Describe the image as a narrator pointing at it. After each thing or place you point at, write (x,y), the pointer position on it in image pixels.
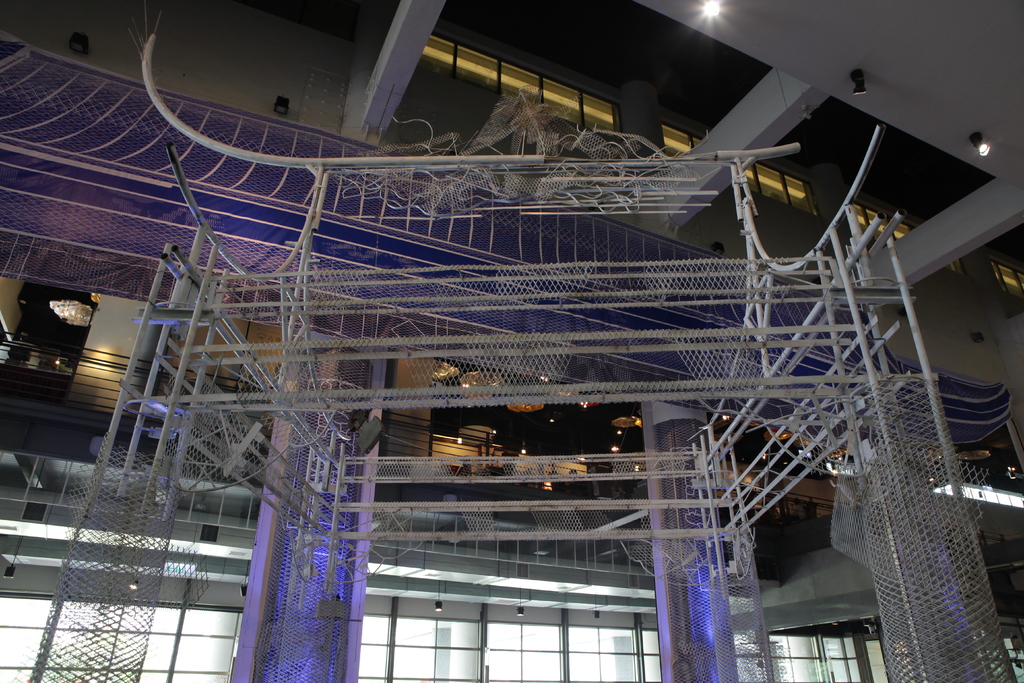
This image consists of a building (842,655). In the front (293,625), we can see metal rods (774,330) along with net (279,568). In the background (89,407), there is a balcony (28,403). At the top (977,155), there is a roof (753,67) along with the lights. And we can see the beams (764,127).
